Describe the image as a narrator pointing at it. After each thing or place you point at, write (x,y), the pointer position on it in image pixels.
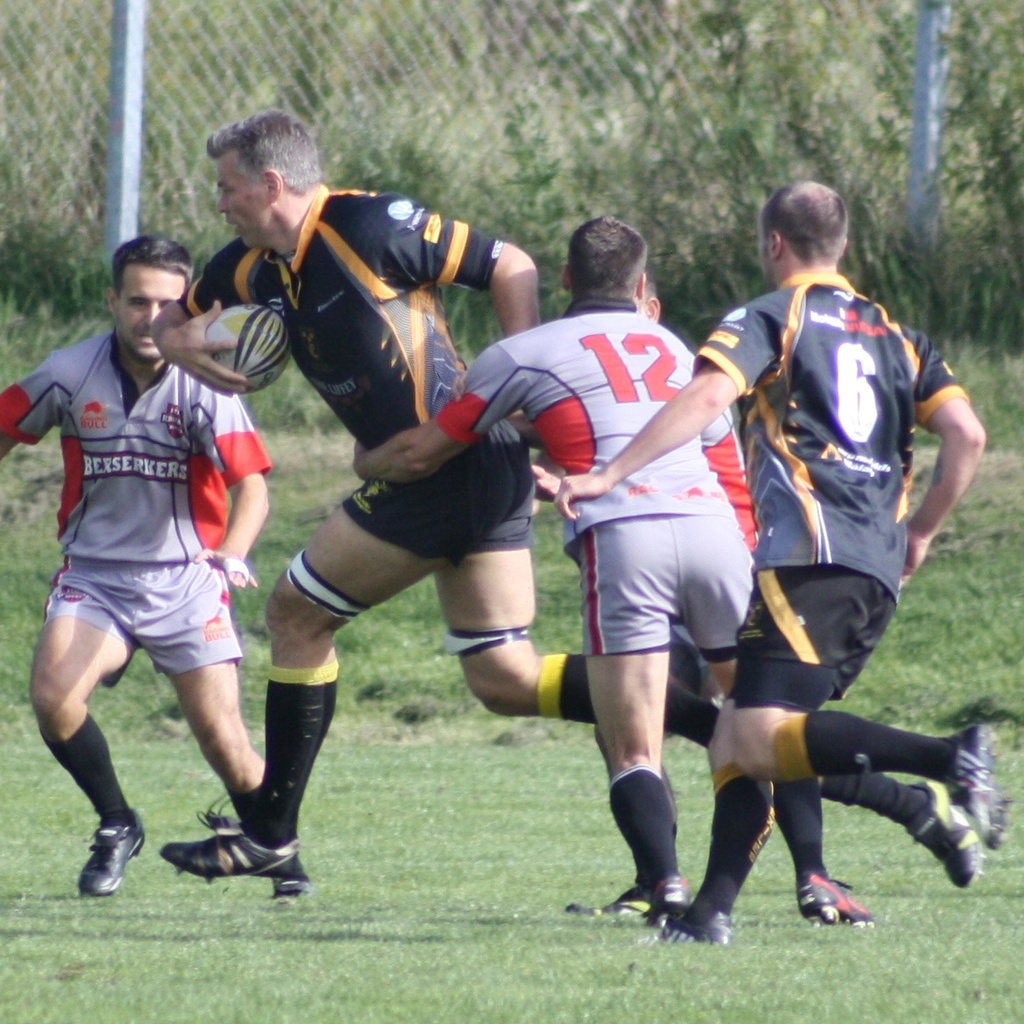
In this image i can see group of people (814,570) playing game at the back ground (415,194) i can see a railing (567,63) and a tree (544,58).
